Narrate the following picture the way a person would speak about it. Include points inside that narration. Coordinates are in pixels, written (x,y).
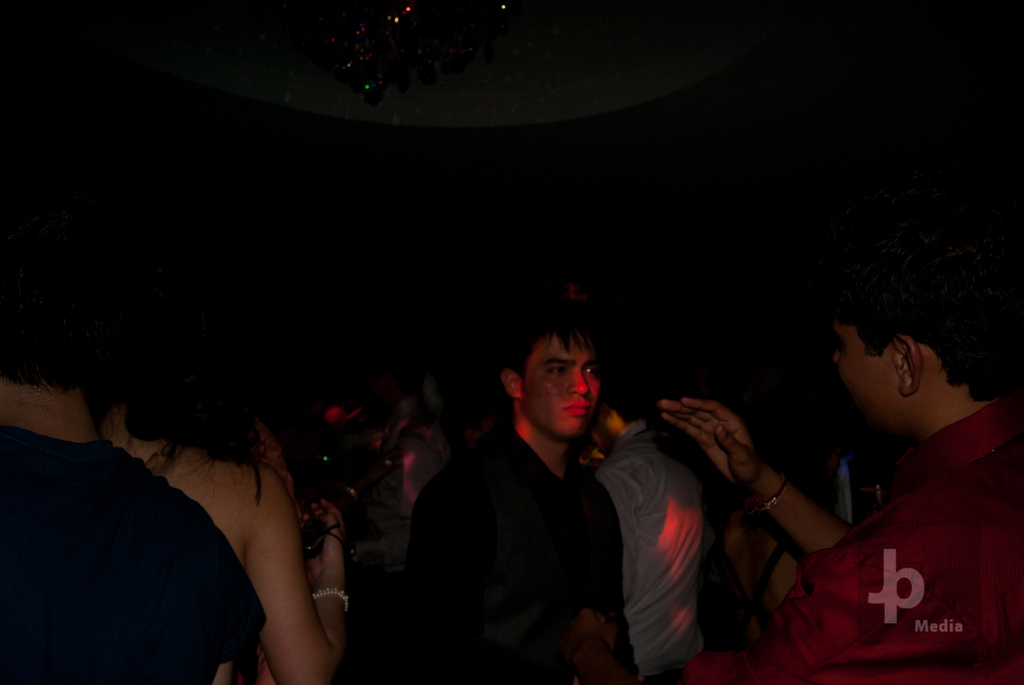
In this image we can see some people (508,448) standing, one woman (319,565) holding an object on the left side of the image (286,532), some text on the bottom right side of the image (924,594), one round object (445,10) on the top of the image (497,77) and the image is dark.
